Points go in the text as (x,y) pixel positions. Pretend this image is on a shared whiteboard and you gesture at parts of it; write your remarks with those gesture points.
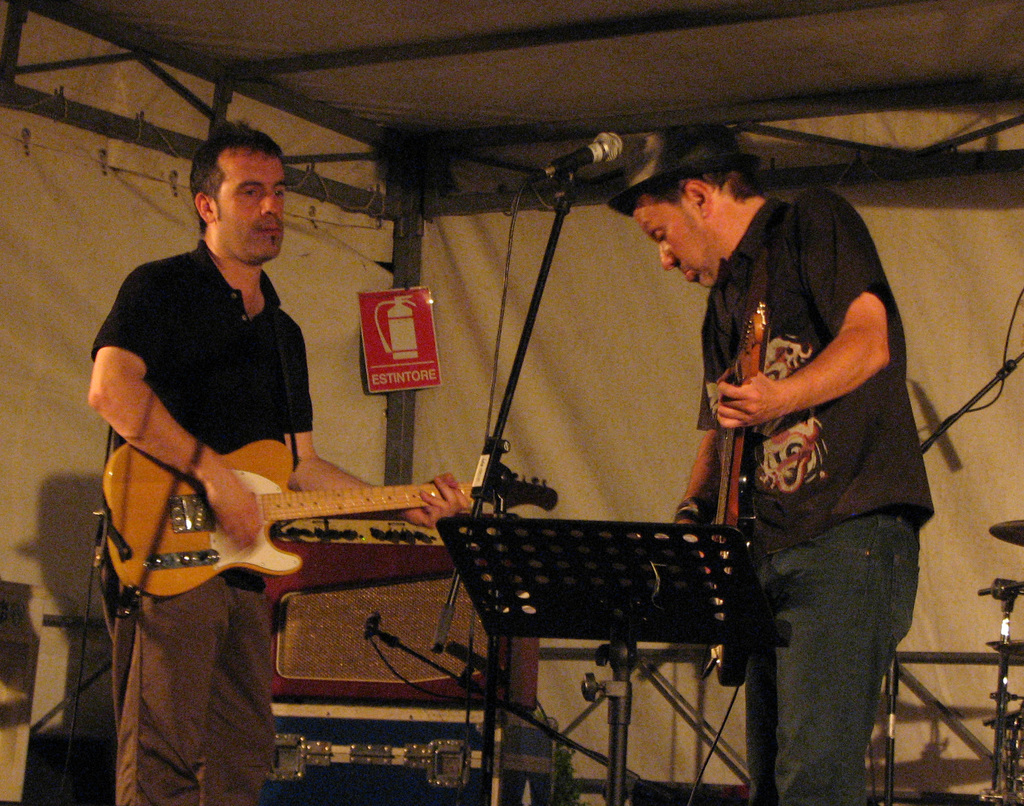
On the left side (258,521) a man (249,270) is standing and playing the guitar (303,498), he wore black color shirt (274,387). On the right side (837,413) there is another man (909,408) holding the guitar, he wore black color hat (735,156). At the top (648,71) it is an iron shed (735,55).
